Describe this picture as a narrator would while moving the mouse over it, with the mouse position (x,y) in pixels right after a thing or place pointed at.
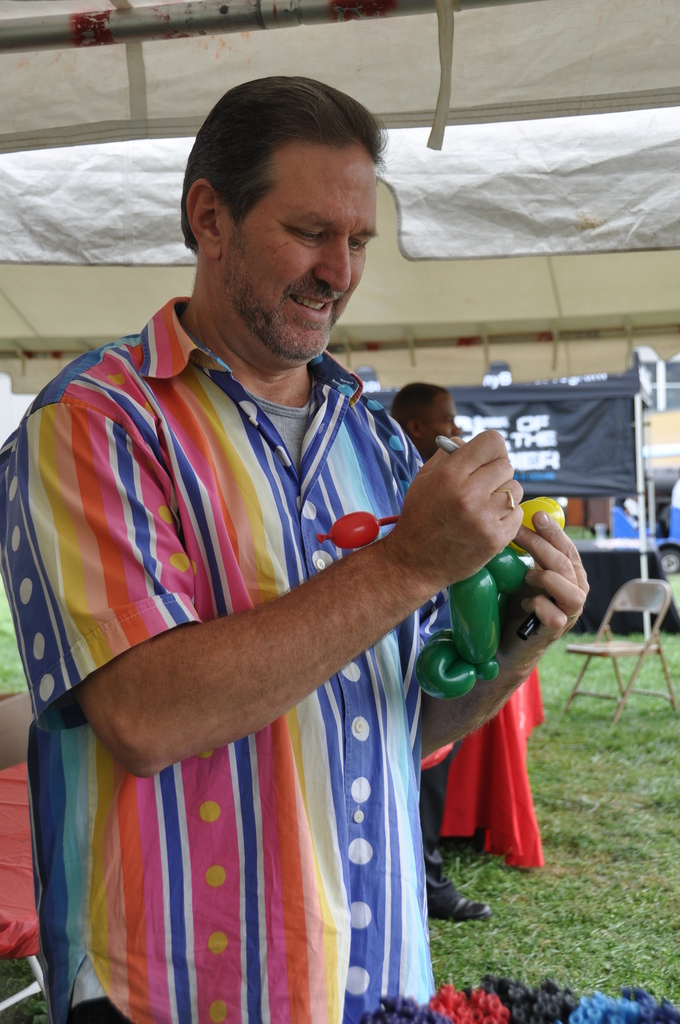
In the picture there is a man (190,649) he is holding some object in his hand (441,495) and there is another person (407,401) standing behind the man (194,891) he is standing near some red cloth (491,751), in the background (602,427) there is a stall (636,558) and both the people (287,952) are standing on the grass (550,847).
